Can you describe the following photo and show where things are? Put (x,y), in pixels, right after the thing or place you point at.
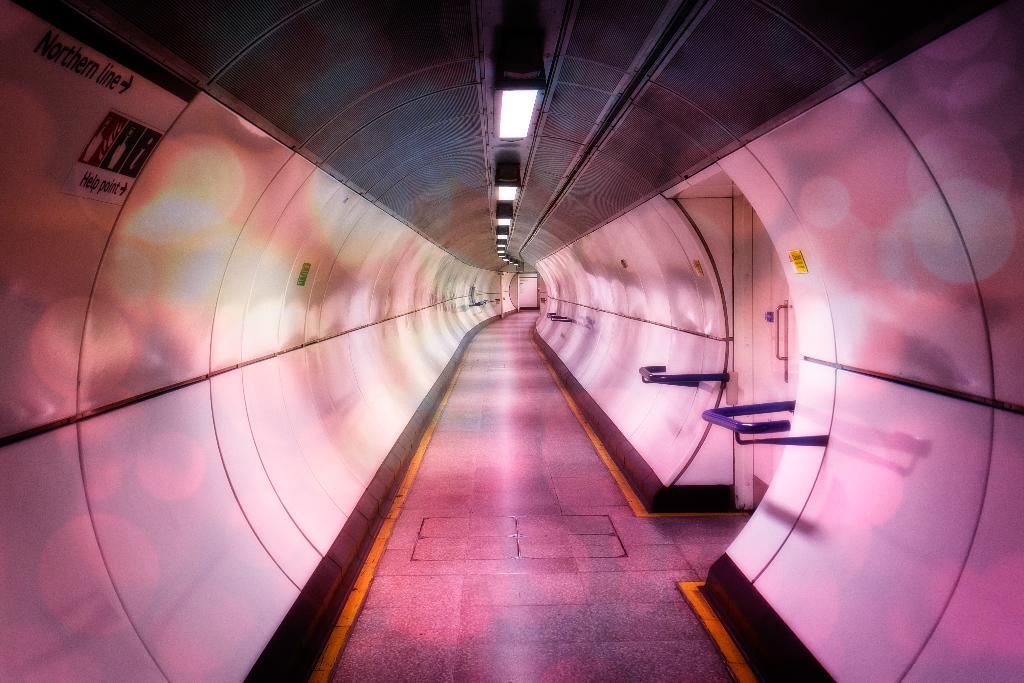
In the given image i can see a tunnel (658,340).
